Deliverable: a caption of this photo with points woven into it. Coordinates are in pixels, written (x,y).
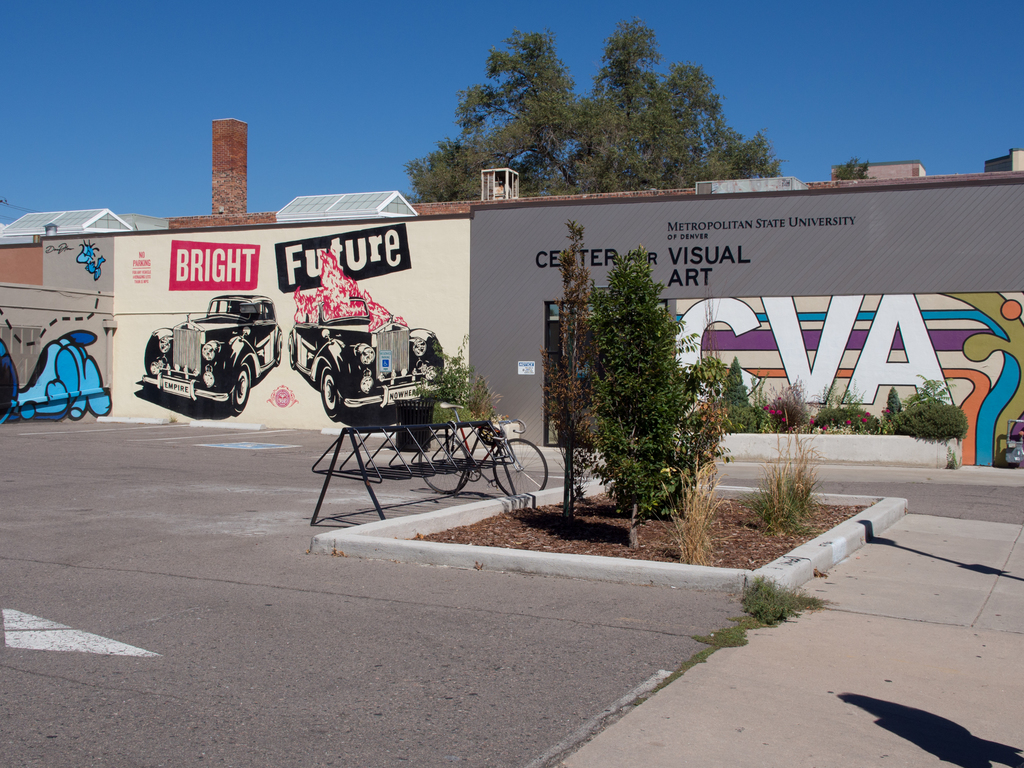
In this image I can see the ground (244,716), some grass (741,612), a bicycle (468,470), few trees (593,375) and in the background (313,353) few walls (505,372) and few paintings (321,342) on the walls (254,363), few trees (565,99) and the sky (215,103) which is blue in color.
